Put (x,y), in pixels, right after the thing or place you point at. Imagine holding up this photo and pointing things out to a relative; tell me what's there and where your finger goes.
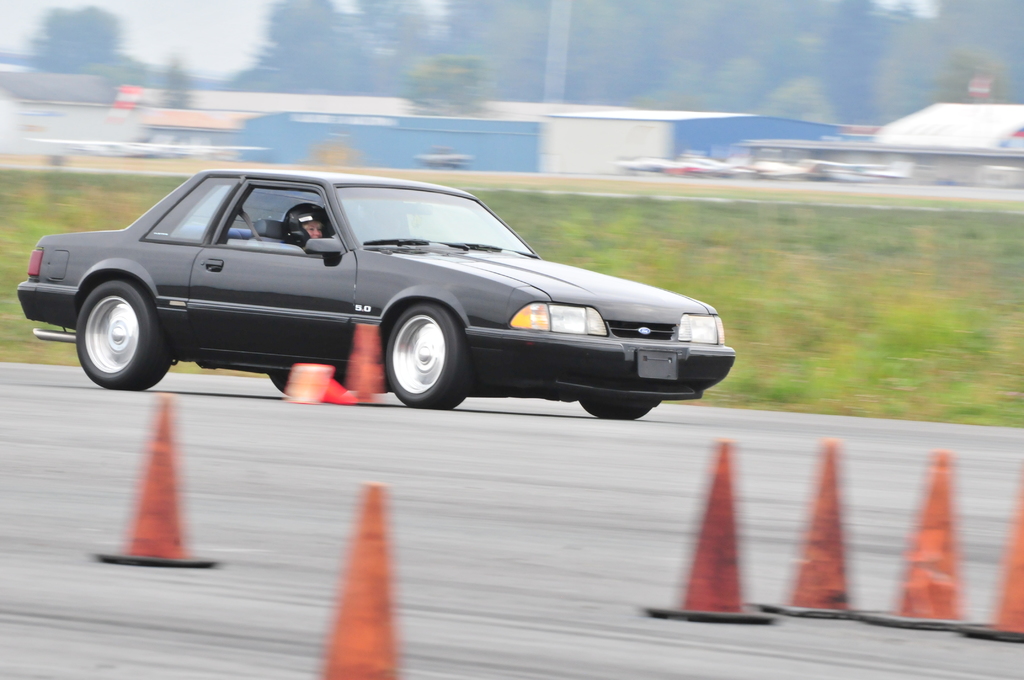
In this image I can see the road (439,453). On the road (461,431) I can see the vehicle (320,277) and the person (310,235) in it. To the side of the vehicle (397,386) there are many traffic cones (712,512). In the background (599,141) I can see the sheds (746,124), many trees (294,15) and the sky (206,15).
